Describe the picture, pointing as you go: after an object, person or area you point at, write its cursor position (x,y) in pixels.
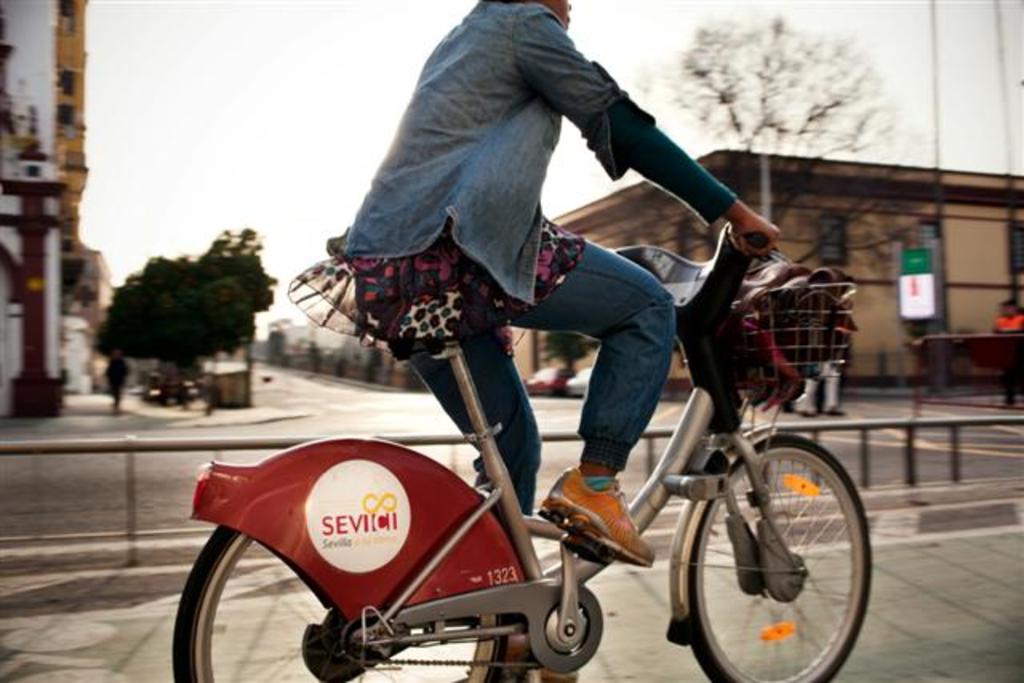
In this, human (482,346) is riding a bicycle (433,531). On bicycle (468,534), there is a basket (790,333) that is filled with some items (770,293). Here we can see a side way (932,610), a road (932,458) here. The background (190,320), we can see a person (119,388) is standing here, tree (153,330), building (78,163). The right side (920,290), there is a board (921,274), house (954,246), bare tree (824,156). And sky (670,50) we can see.
